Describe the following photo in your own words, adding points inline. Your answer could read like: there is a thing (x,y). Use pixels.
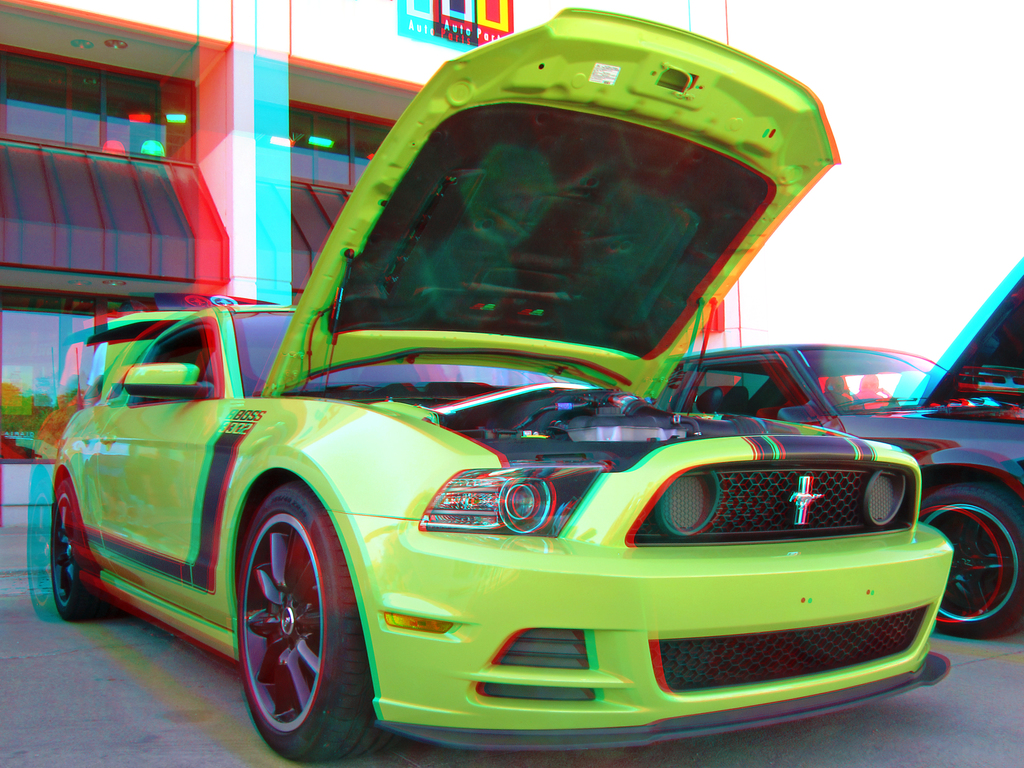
In this image we can see two cars (537,484) on the road (946,707) and a building (126,89) behind the cars (385,241).
